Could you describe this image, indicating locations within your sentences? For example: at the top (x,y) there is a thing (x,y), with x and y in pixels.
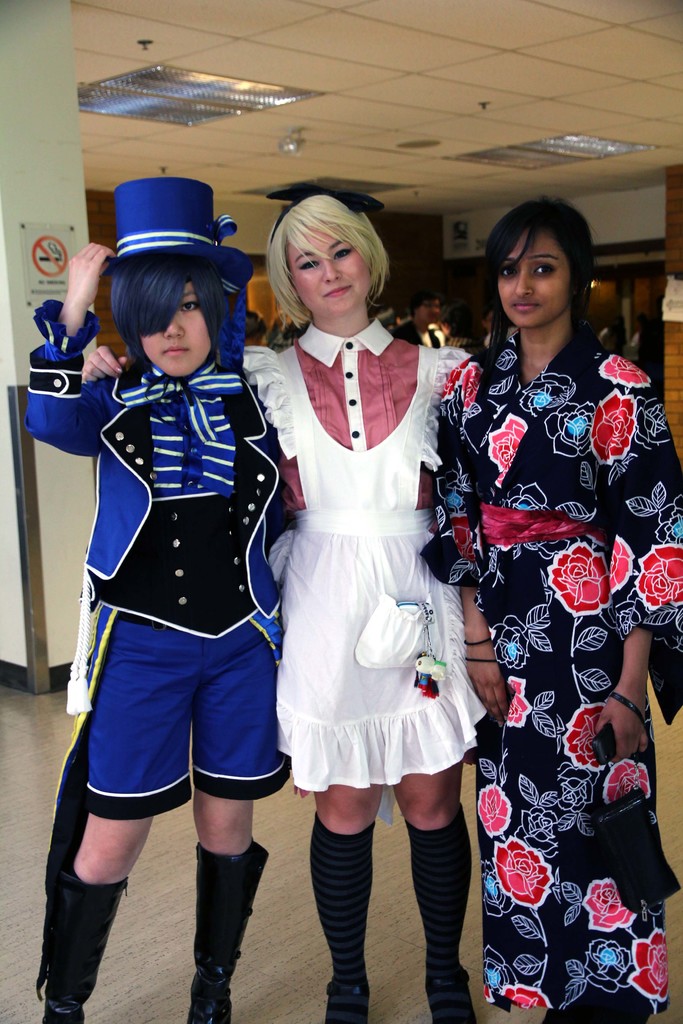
In the center of the image (372,434), we can see three people (372,635) standing and in the background (462,114), there is a building (457,128). At the top (305,90), there are lights (382,190) and at the bottom (271,940), there is floor (266,945).
